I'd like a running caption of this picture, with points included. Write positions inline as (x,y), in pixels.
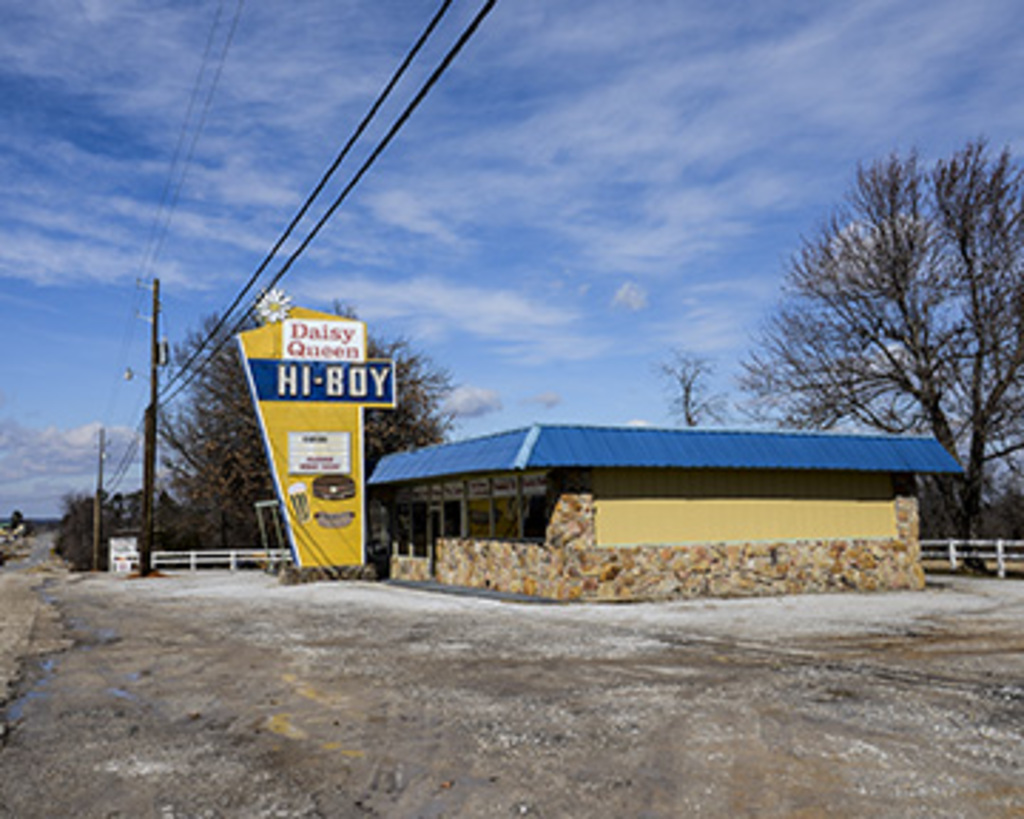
Here we can see poles (146,557), trees (893,227), hoarding (329,522), house (719,581), and a fence (934,554). In the background (1,208) there is sky (498,188) with clouds (602,48).
